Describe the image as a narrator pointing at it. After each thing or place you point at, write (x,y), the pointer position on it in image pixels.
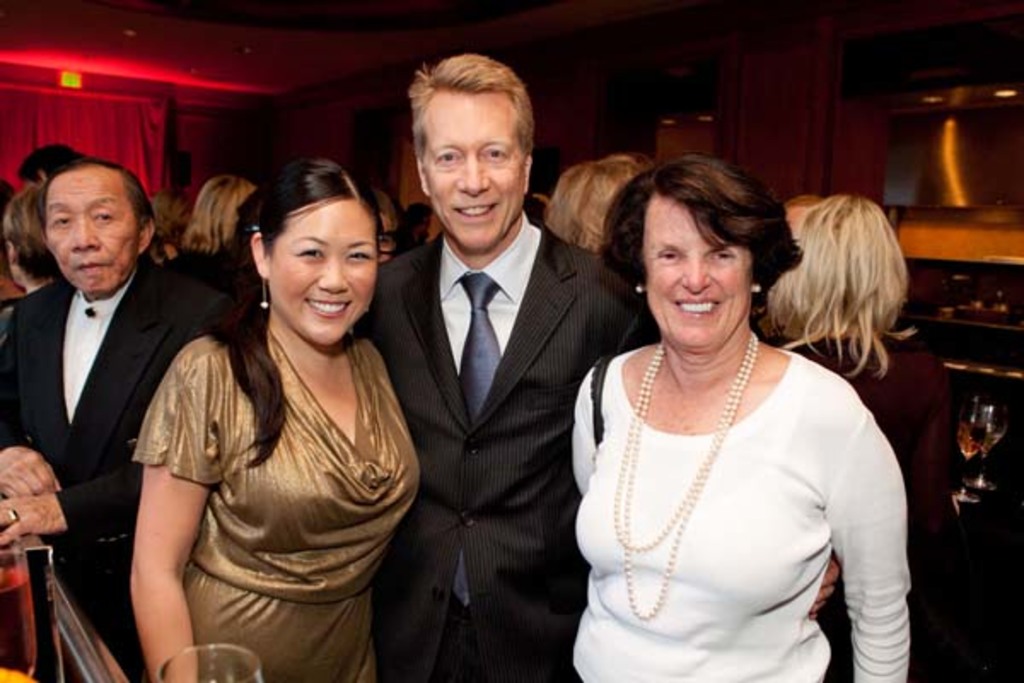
In this image, I can see three people (516,495) are standing and smiling. Behind the people (310,363), there are group of people (800,223) standing. On the right side of the image (984,464), I can see the wine glasses (993,481) on an object (982,546) and a metal panel (965,198). On the left side of the image (39,143), It looks like a curtain (111,123).
